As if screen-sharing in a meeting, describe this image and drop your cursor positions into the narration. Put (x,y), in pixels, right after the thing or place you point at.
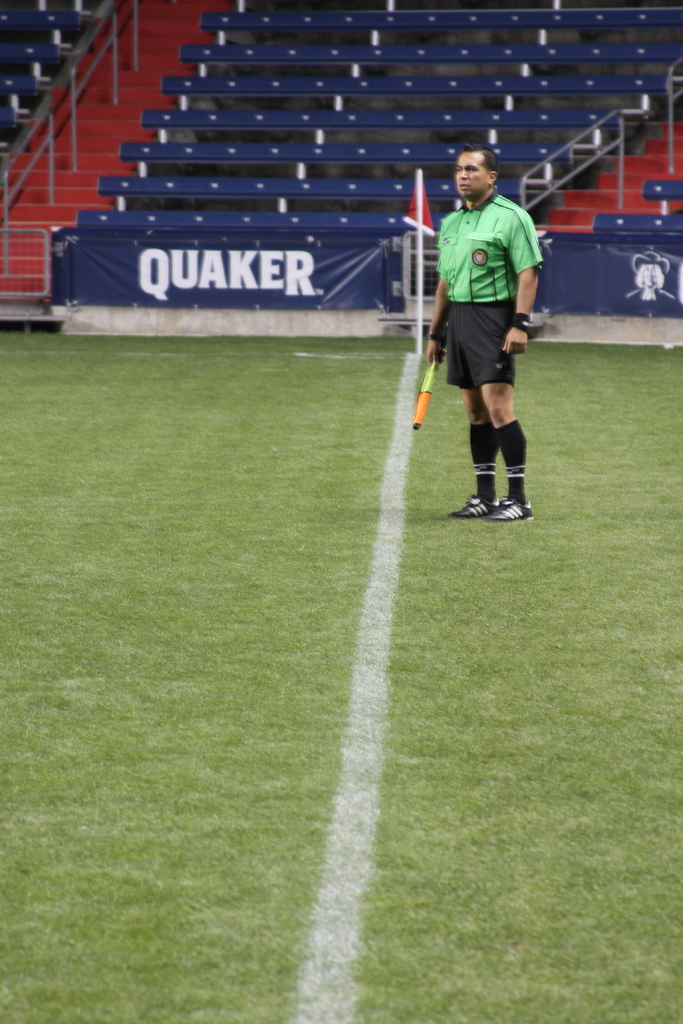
In this image there is a person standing and holding an object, and at the background (236,261) there are banners (340,235), benches (295,18), staircase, iron rods (73,95), a flag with a pole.
